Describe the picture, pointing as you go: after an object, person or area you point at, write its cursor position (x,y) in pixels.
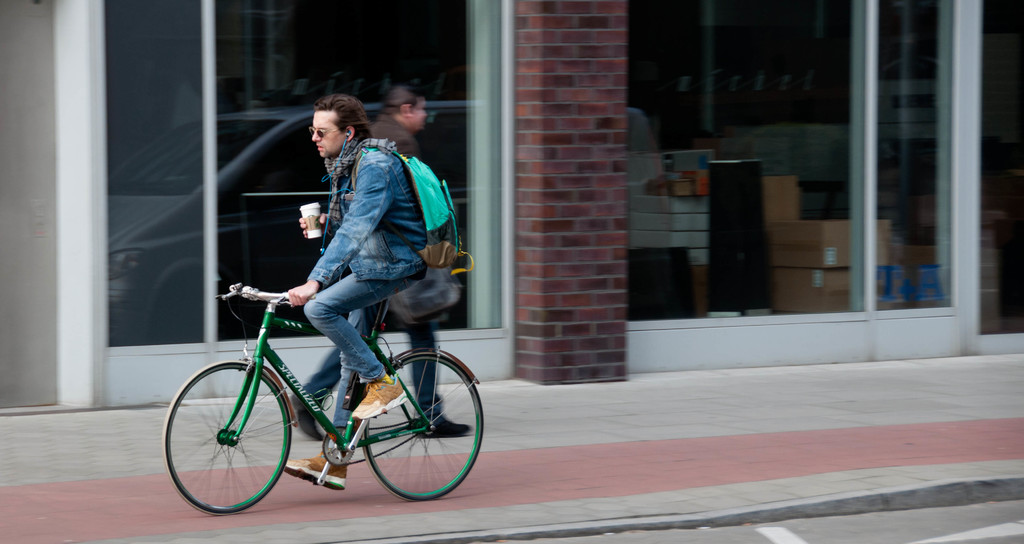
In this image I can see a man (344,220) cycling his cycle (418,455). I can see he is carrying a bag (404,169). In the background (387,115) I can see one more person (459,435).
